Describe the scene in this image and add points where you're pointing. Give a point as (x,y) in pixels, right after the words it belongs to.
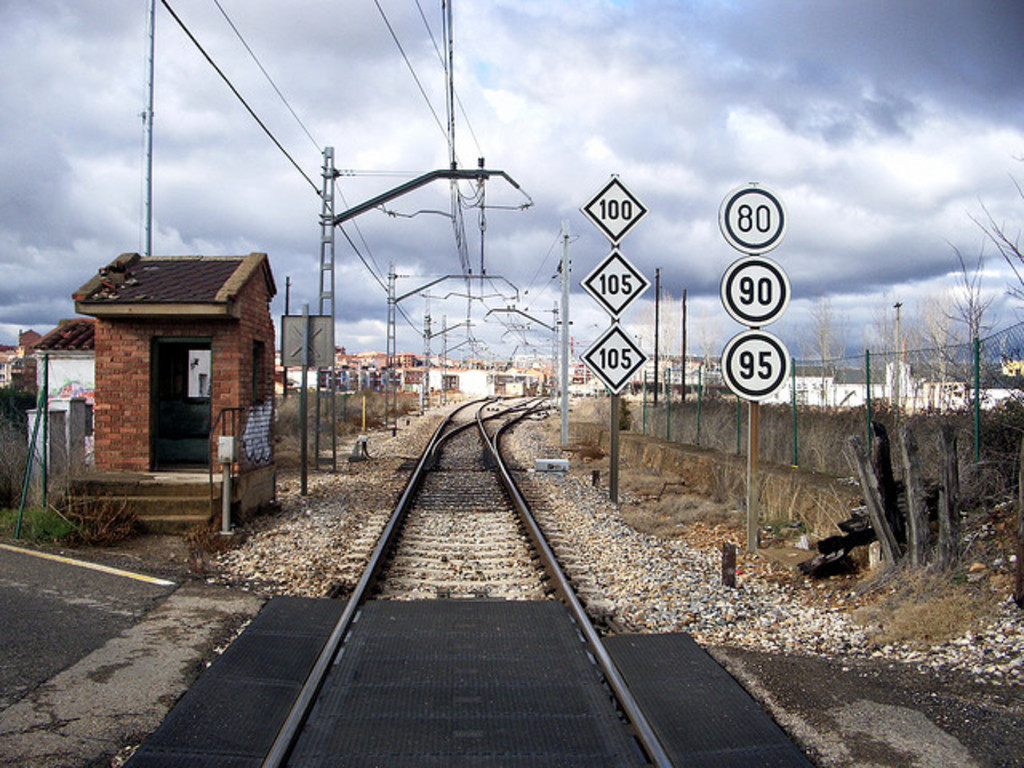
In the center of the image (532,484) we can see a railway track (494,578). On the left (141,457) there is a shed (131,454). We can see poles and there are wires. On the right (730,225) there are boards (735,216) and a fence (847,412). In the background (354,281) there are buildings (534,393) and sky (639,168).
